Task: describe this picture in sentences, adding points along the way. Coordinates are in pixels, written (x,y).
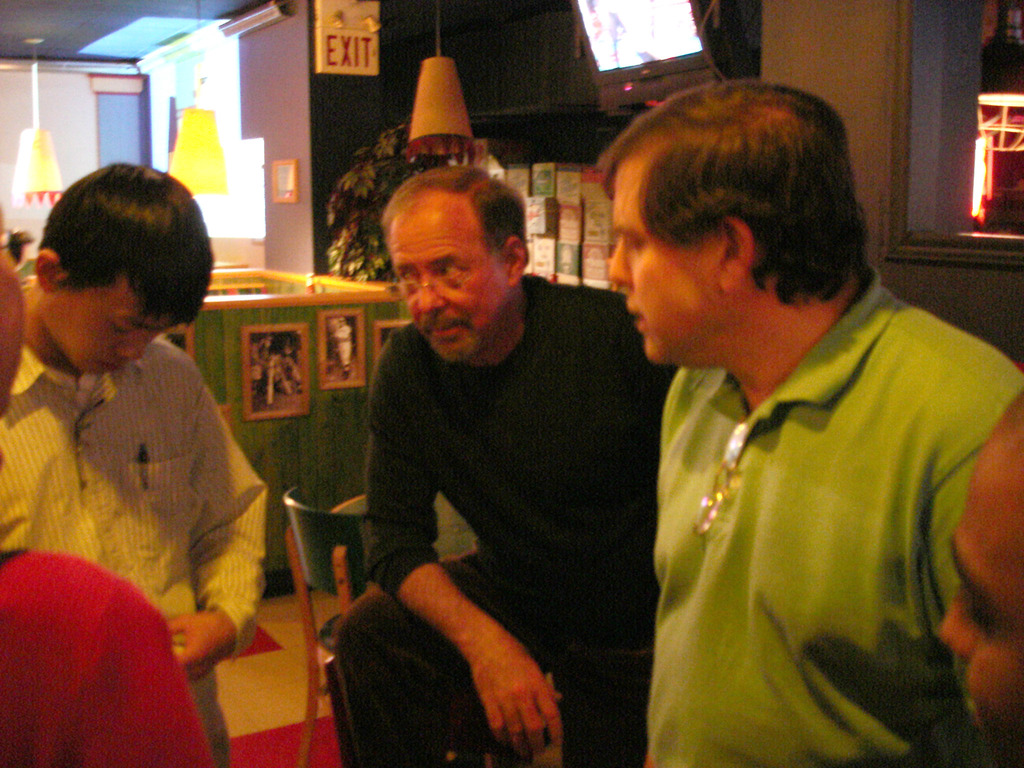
In this picture we can see people (209,520) and the floor (243,718), chair (299,518), frames (295,325) on the wall (280,481) and in the background (374,218) we can see a plant (344,222).
